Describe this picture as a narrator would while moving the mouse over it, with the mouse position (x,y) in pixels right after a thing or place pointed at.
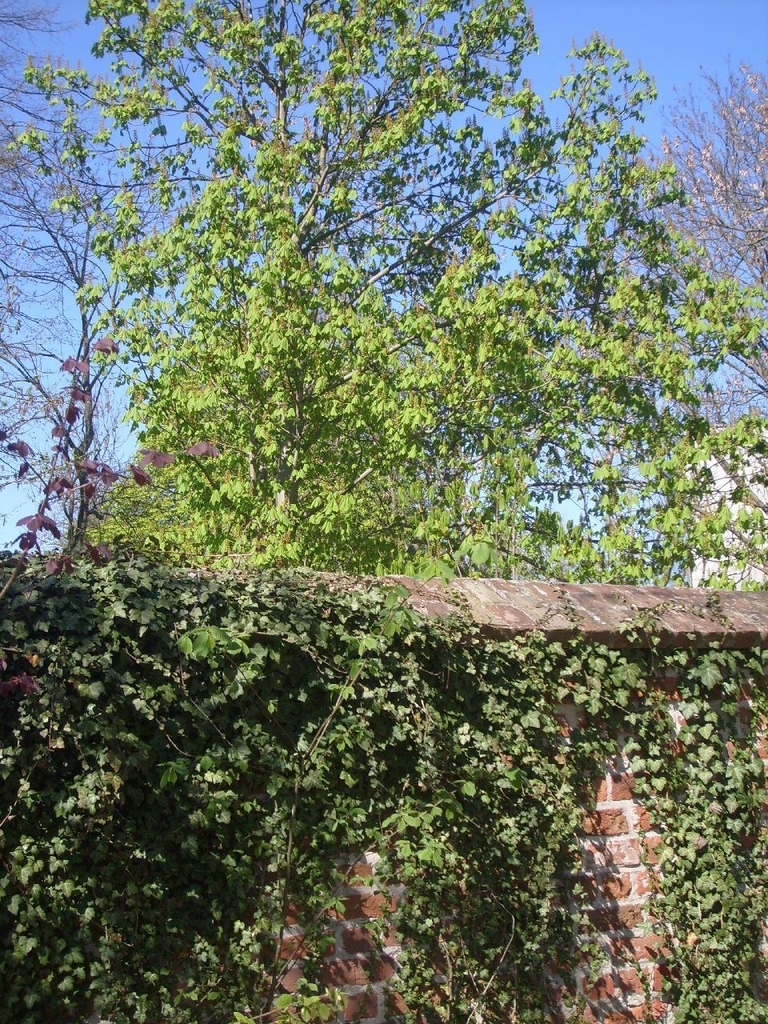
In this image I can see the wall (497,698), few plants (310,497) in green color and the sky (552,29) is in blue color.
